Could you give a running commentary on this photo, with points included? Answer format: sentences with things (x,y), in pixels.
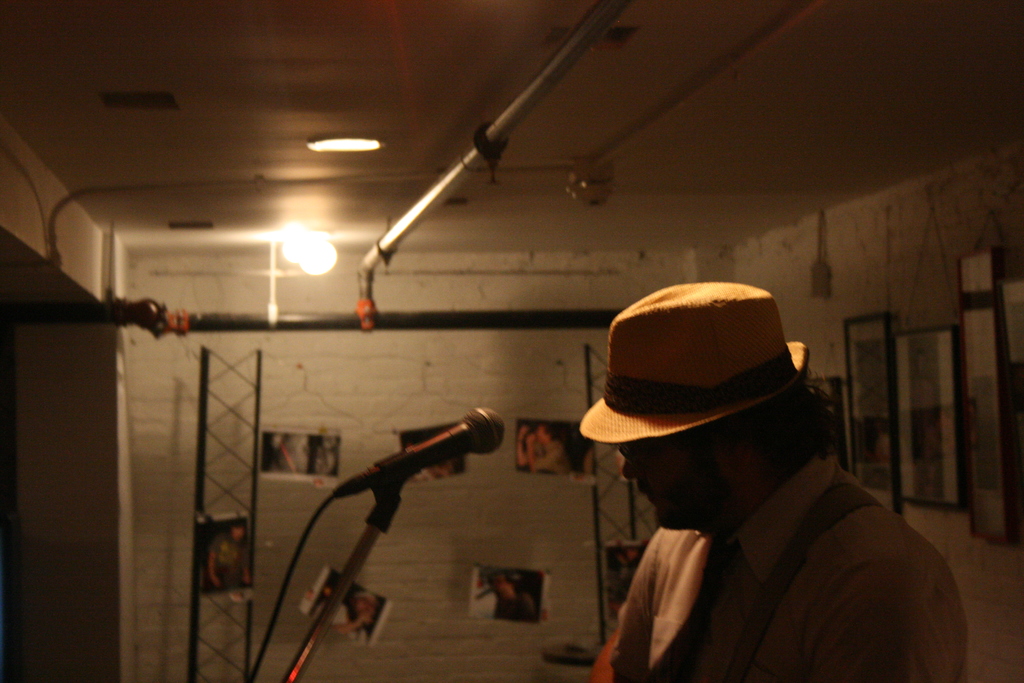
In this picture I can see a person (702,327) with a hat (649,345), there is a mike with a mike stand (308,638), there are lights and some other objects (821,236), and in the background (835,431) there are photo frames (966,332) and photos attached to the walls (555,479).
